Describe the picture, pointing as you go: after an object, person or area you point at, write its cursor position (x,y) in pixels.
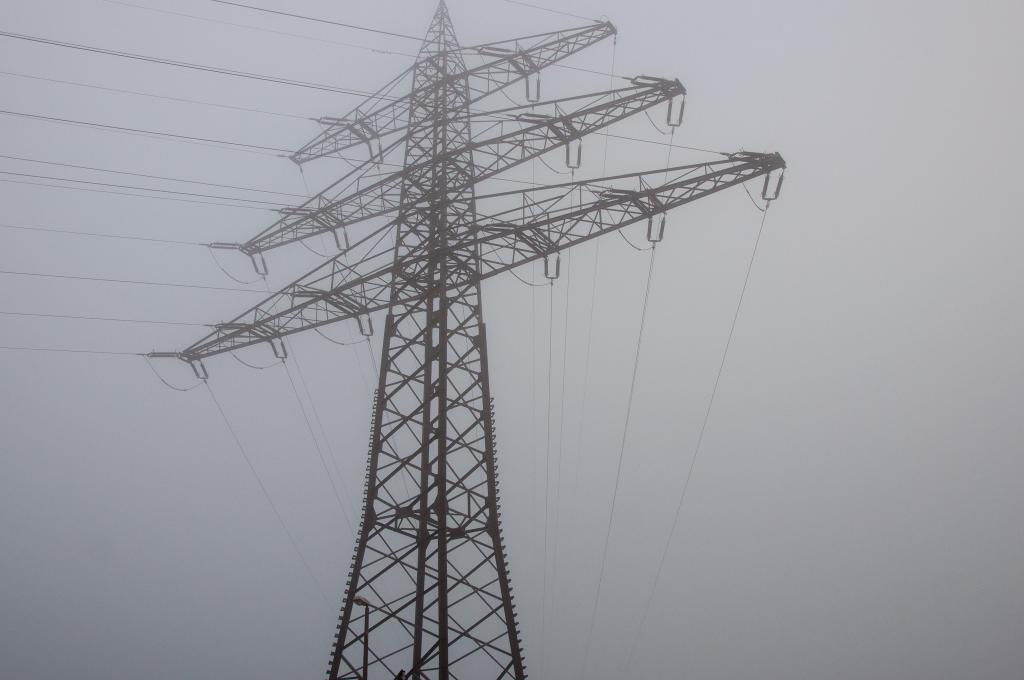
In the image we can see an electric tower (431,241) and electric wires (111,172). This is a sky (896,137).
